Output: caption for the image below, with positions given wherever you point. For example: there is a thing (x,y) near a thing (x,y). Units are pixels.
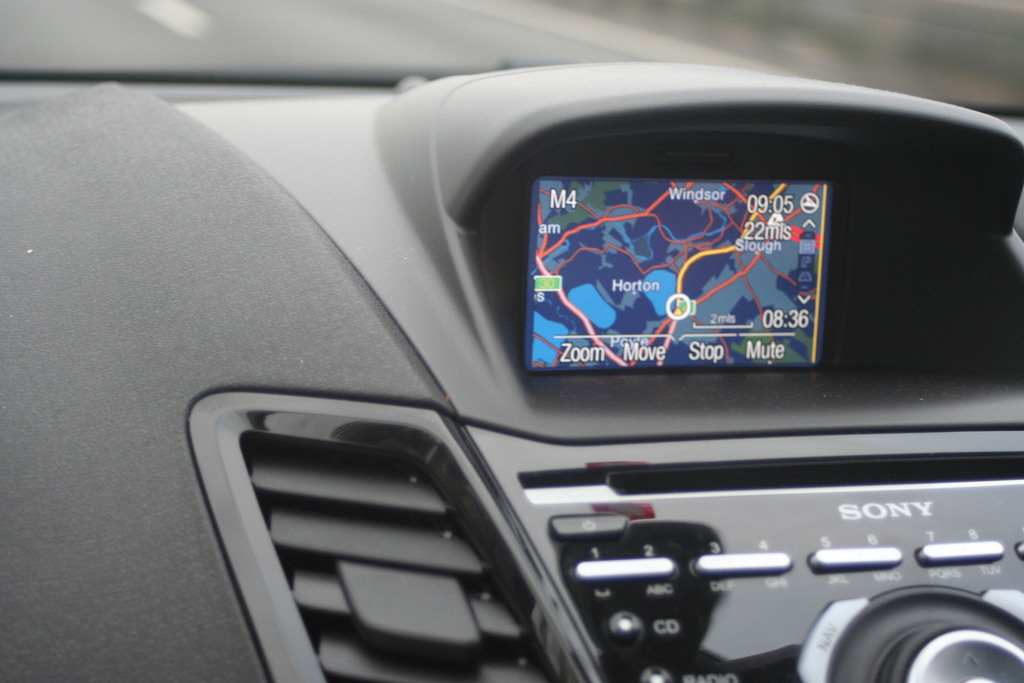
This is an inside view of a vehicle (388,522). At the bottom there are few buttons (766,560). At the top (656,226) there is a screen (608,305). On the screen (717,337), I can see some text (776,321) and map (681,272).
